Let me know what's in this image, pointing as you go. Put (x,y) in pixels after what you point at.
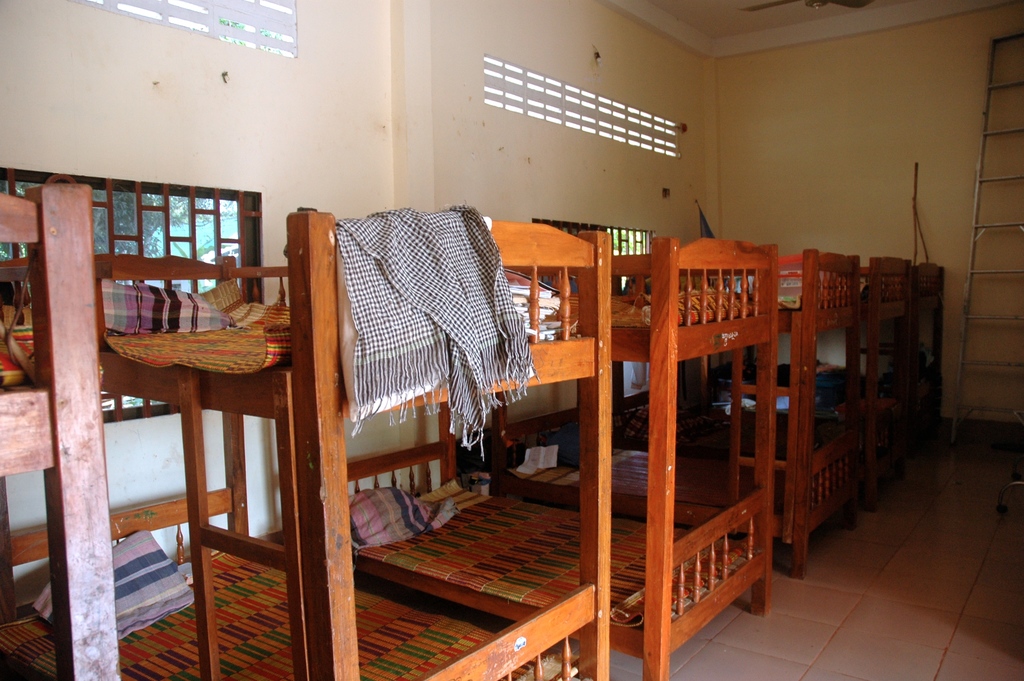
In this image there are wooden beds (825,317) on a floor (970,561), in the background (858,229) there are walls (753,67) at the top (766,28) there is a ceiling (826,11) and a fan (811,0), beside the bed (898,304) there is a ladder (1014,224).
